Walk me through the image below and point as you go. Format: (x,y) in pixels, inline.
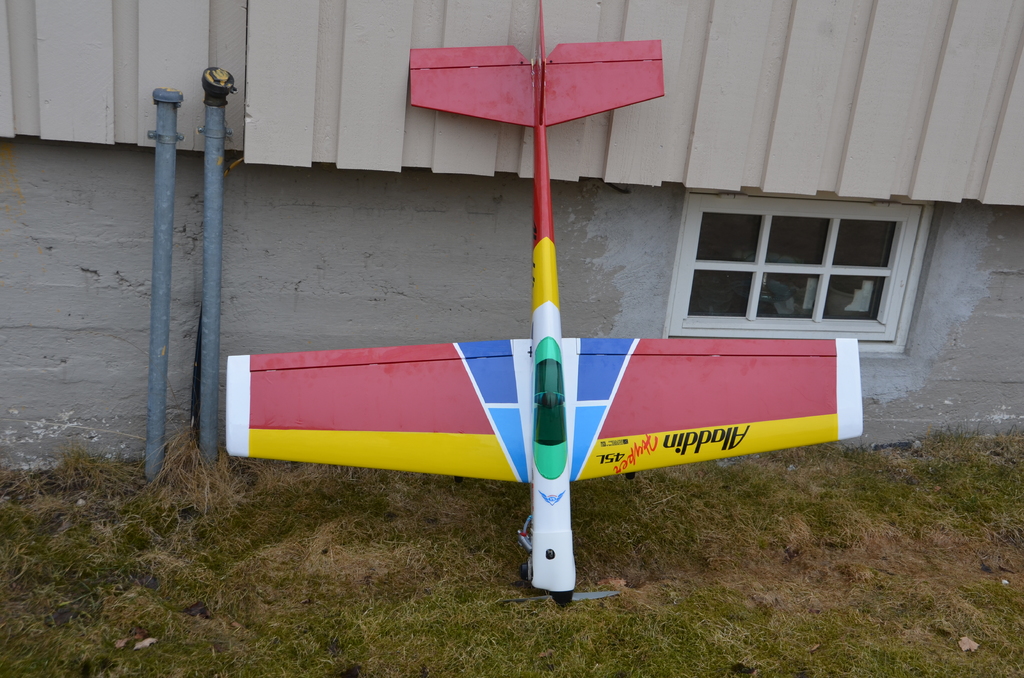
Here I can see a toy plane (519,363). At the bottom (355,615) I can see the grass (259,618). On the left side (211,277) there are two poles (212,228). In the background (972,330) there is a wall (933,284) along with the window (817,242). At the top (848,43) there is a metal object (772,83).
